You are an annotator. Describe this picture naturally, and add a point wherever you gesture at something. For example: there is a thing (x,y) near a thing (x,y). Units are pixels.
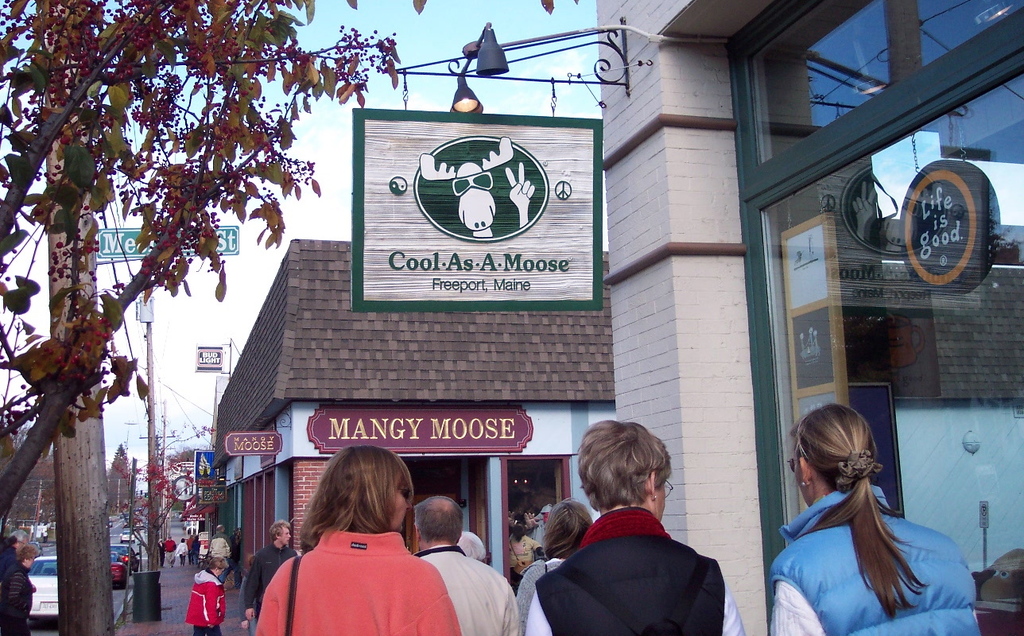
This picture is clicked outside and we can see the group of persons (188,555), group of vehicles (46,574). On the right (685,329) we can see the text (504,270) and some pictures (444,203) on the boards (974,213) and we can see the buildings (422,387), lamps (494,54) attached to the metal rods (475,76), we can see the tree (101,199). In the background (317,146) we can see the sky (292,232), group of persons (196,541), poles (164,459) and the buildings (216,508) and some other objects (199,508).
